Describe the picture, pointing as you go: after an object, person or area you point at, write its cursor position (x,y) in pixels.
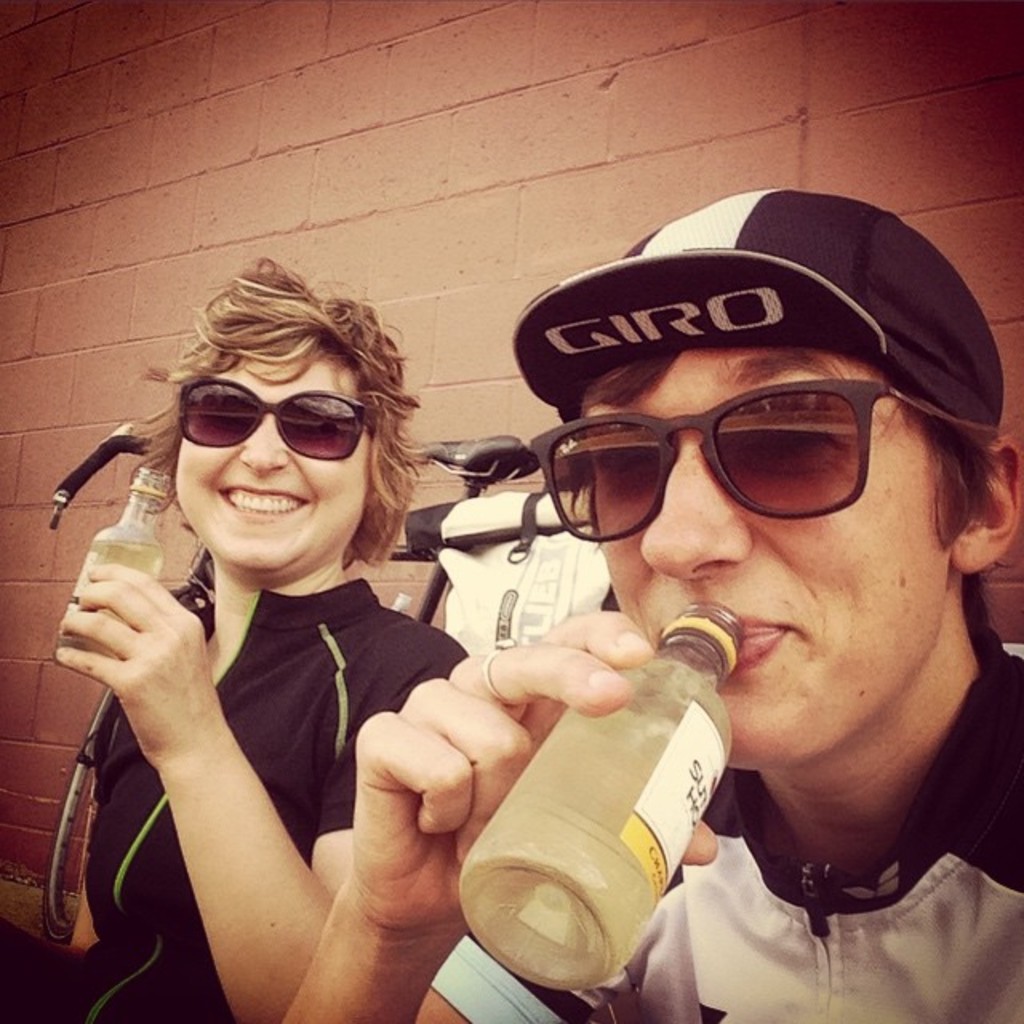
In this picture, man (879,826) in white t-shirt (772,830) wearing black cap (730,310) is holding cool drink bottle (630,820) in his hands (527,736) and he is drinking cool drink (640,722) from the bottle (627,712). Beside him, woman (217,714) in black t-shirt (185,888) is holding bottle (109,553) in her hand (137,694). She is wearing goggles (230,410) and she is smiling. Behind them, we see bicycle (492,450). Behind that, we see a wall (466,145) which is red color.
